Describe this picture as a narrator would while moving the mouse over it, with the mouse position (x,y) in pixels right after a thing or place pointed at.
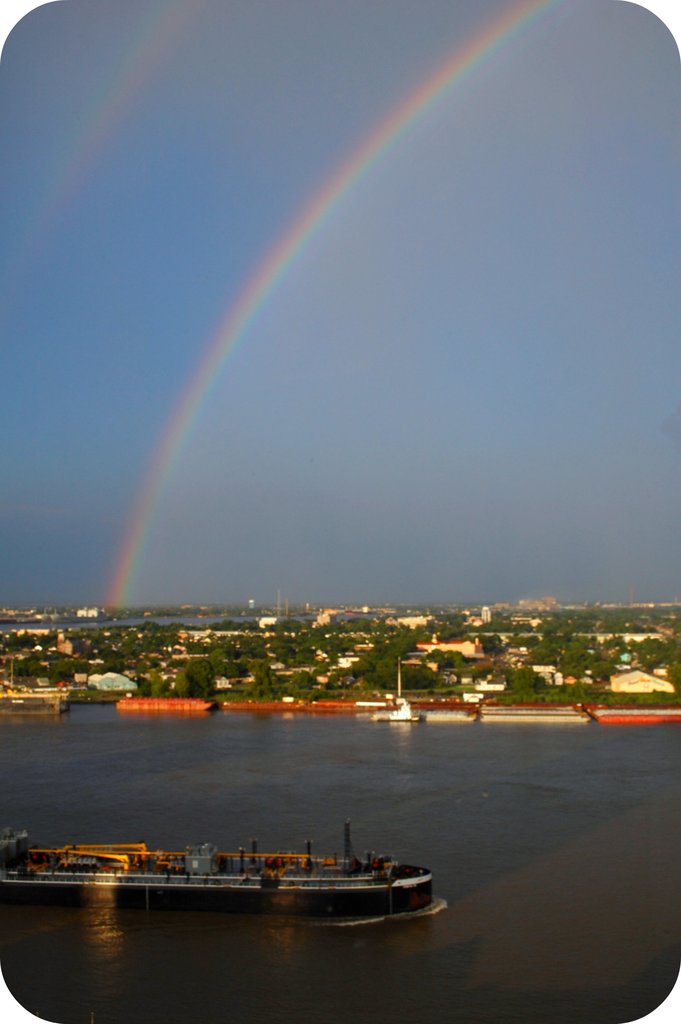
This is the picture of a city (621,641). In this foreground (446,823) there is a ship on the water (285,967). At the back (623,677) there are buildings (627,664), trees (510,624) and poles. At the top (154,168) there is sky (140,264) and there is a rainbow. At the bottom (538,884) there is water (539,851).
